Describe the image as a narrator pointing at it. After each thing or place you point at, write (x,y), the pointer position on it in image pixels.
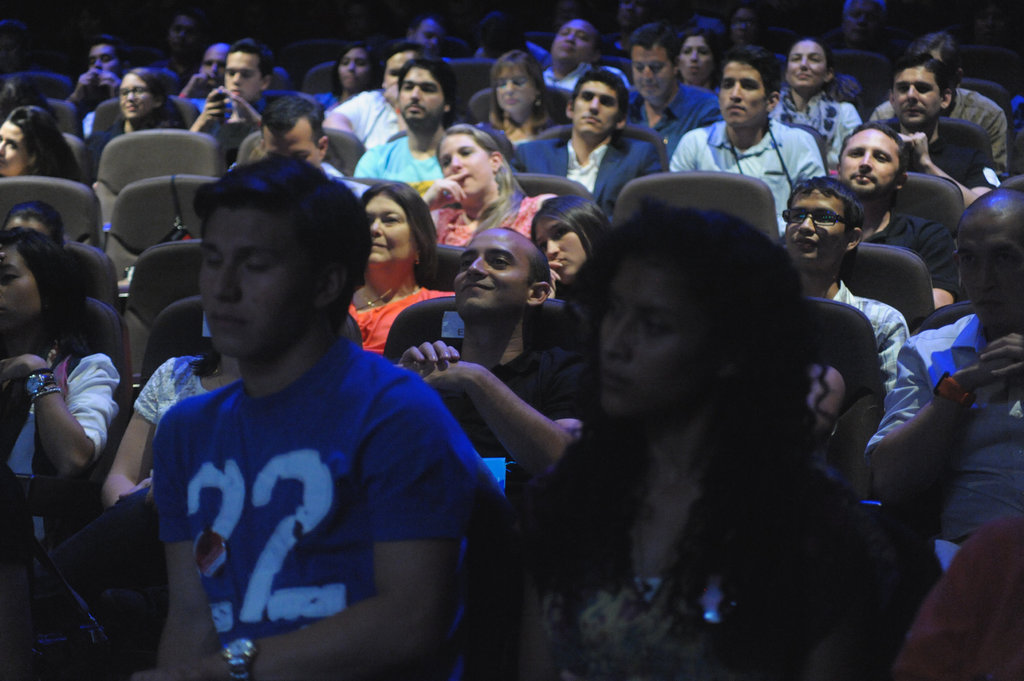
In the image there are many people (686,390) sitting on chairs (707,207) staring in the front (610,467), this seems to be clicked inside a theater hall (99,3).
